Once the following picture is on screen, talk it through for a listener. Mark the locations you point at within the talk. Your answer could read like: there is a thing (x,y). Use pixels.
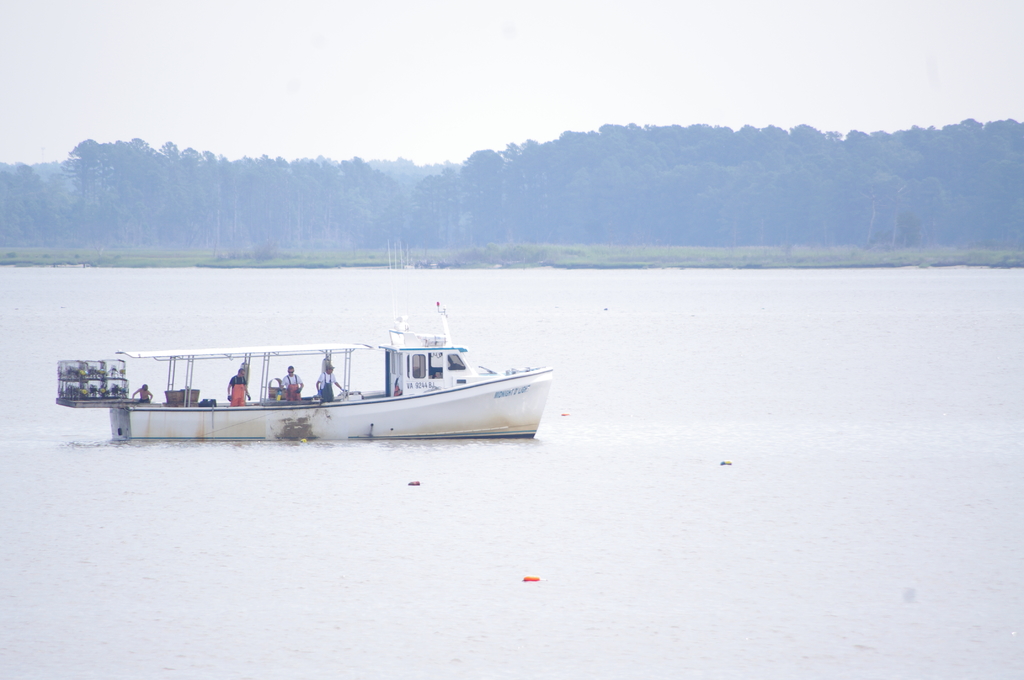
Above this water (430,455) there is a boat (293,426). On this boat (442,406) there are people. Far there are trees (486,228).
